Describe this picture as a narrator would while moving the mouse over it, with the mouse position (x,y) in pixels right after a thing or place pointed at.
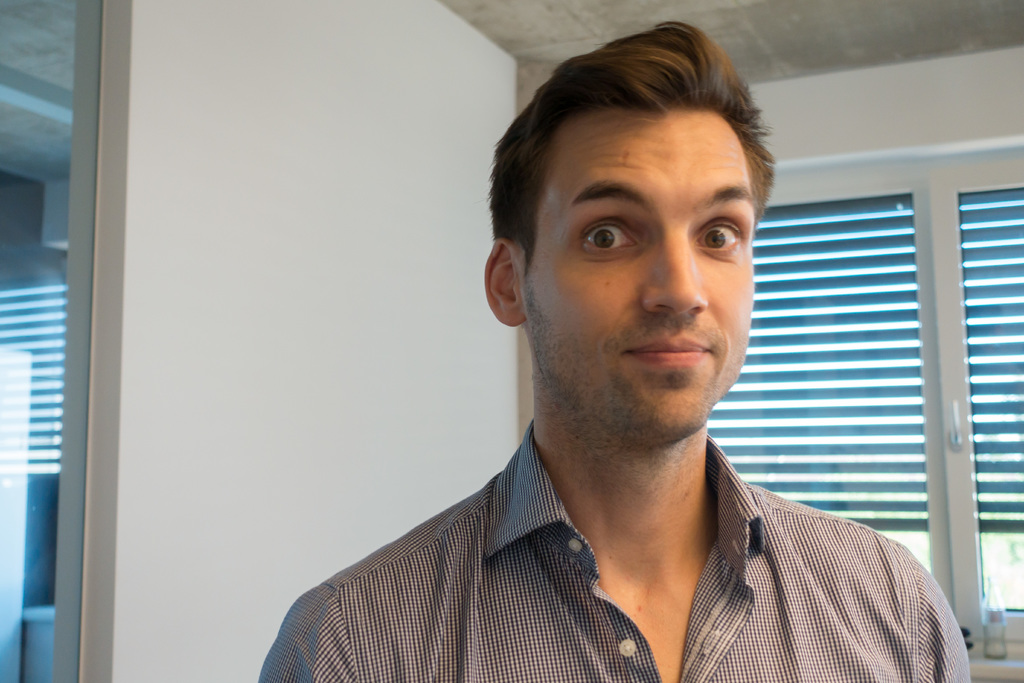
In this picture I can see a man (564,321) in front (592,403) and I see that he is wearing a shirt (716,496). In the background (114,146) I can see the wall (175,3) and the windows (770,379). On the right bottom corner of this picture (995,640) I can see a bottle (995,654).
